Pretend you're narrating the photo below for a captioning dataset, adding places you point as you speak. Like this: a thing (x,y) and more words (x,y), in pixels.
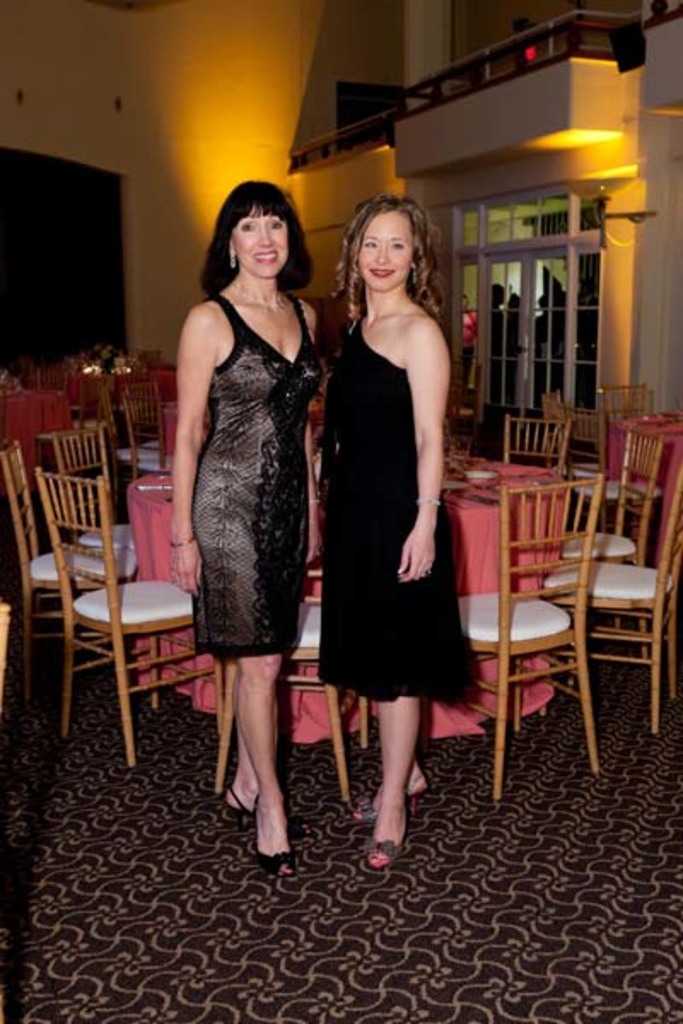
This picture is clicked in a restaurant (523,787). Here, we see two women (424,478), both in black dresses (243,448) are standing in front of the picture. Both of them are smiling. Behind them, we see many tables (156,381) and chair (107,524). On the right side of the picture (502,285), we see windows (531,322) and on left corner of the picture (90,298), we see a dark opening (76,271) and behind them, we see a wall (257,72) which is yellow in color.
